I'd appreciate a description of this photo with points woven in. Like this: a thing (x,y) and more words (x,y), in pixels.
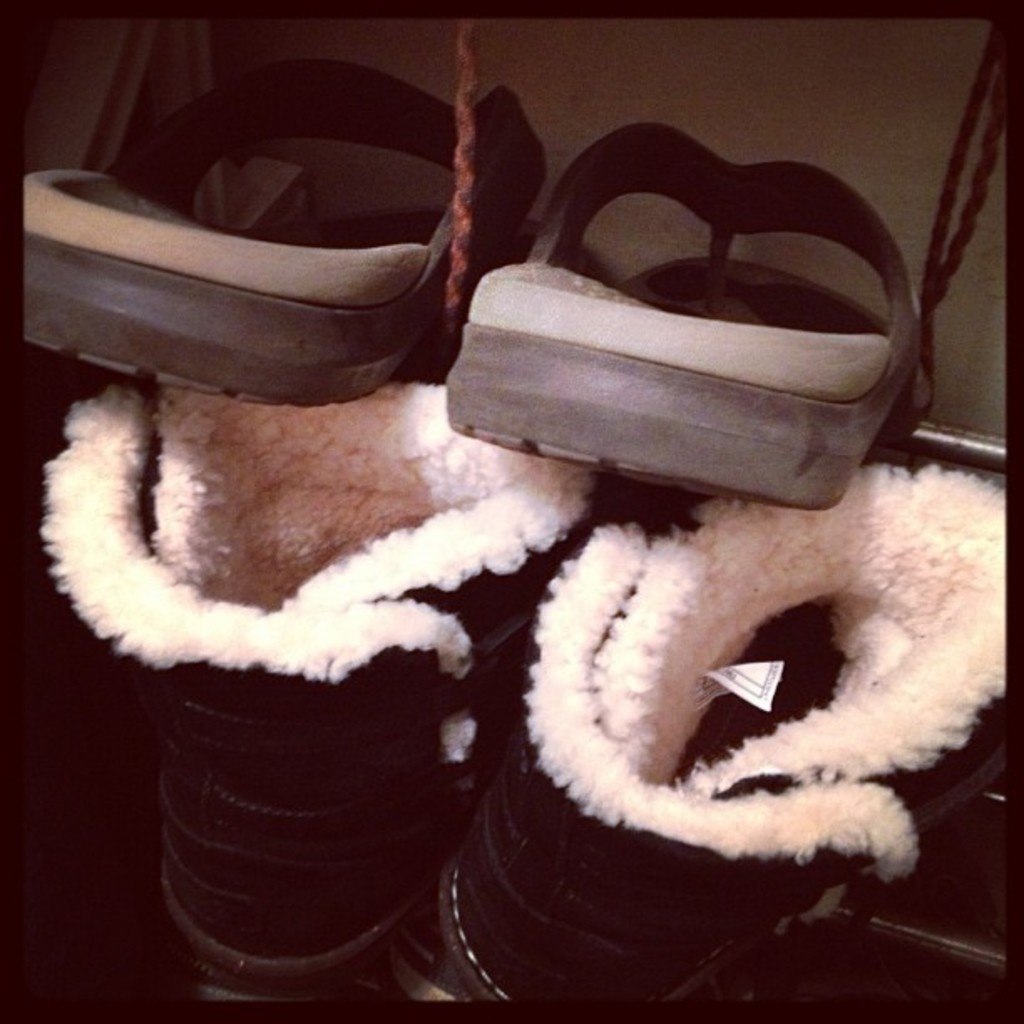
In this image I can see 2 pairs of footwear (560,484) and there are ropes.
